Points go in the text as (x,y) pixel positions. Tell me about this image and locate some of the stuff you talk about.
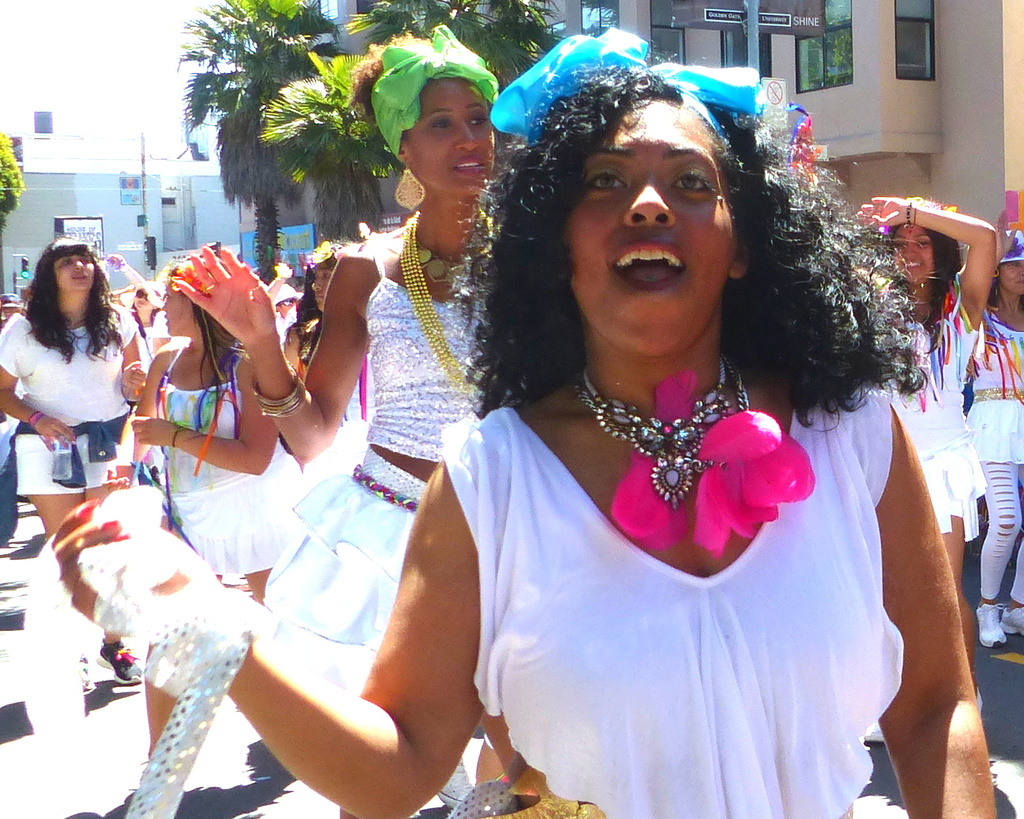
In this image, we can see ladies (247,462) performing dance and in the background (256,69), there are trees (261,91) and buildings (849,58) and there is a pole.
